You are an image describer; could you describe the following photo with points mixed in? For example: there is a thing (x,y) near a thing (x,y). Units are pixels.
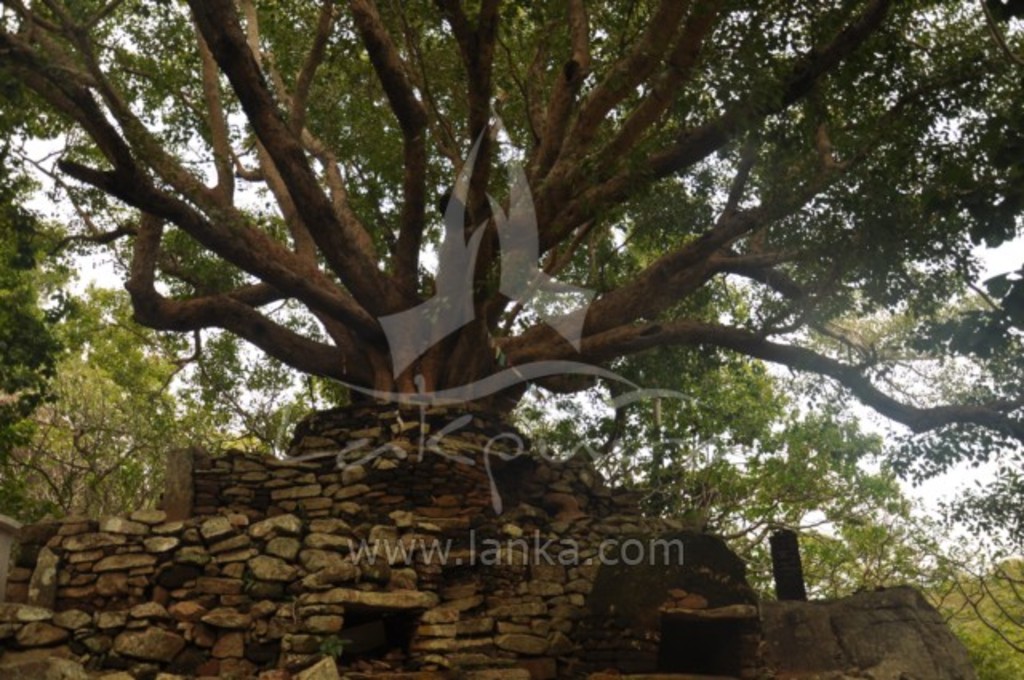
In this image we can see trees (476,370), also we can see the wall (665,522), and the sky (878,415), and there are text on the image.
